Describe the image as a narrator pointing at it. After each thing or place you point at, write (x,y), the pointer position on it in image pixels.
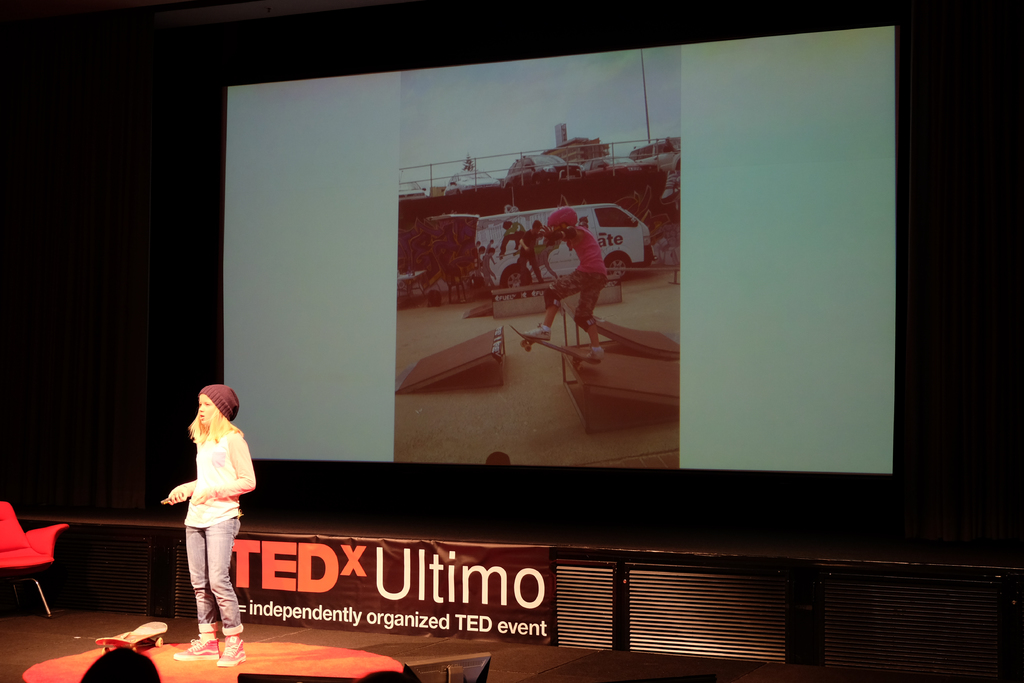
In this image we can see a person (188,657) standing on the floor (331,634). Here we can see a skateboard (121,645) and a chair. In the background (263,537) we can see a banner (534,565) and a screen (648,258). On the screen (648,258) we can see vehicles (616,246), fence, pole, and sky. Here we can see a person (595,339) riding a skateboard (563,346).
